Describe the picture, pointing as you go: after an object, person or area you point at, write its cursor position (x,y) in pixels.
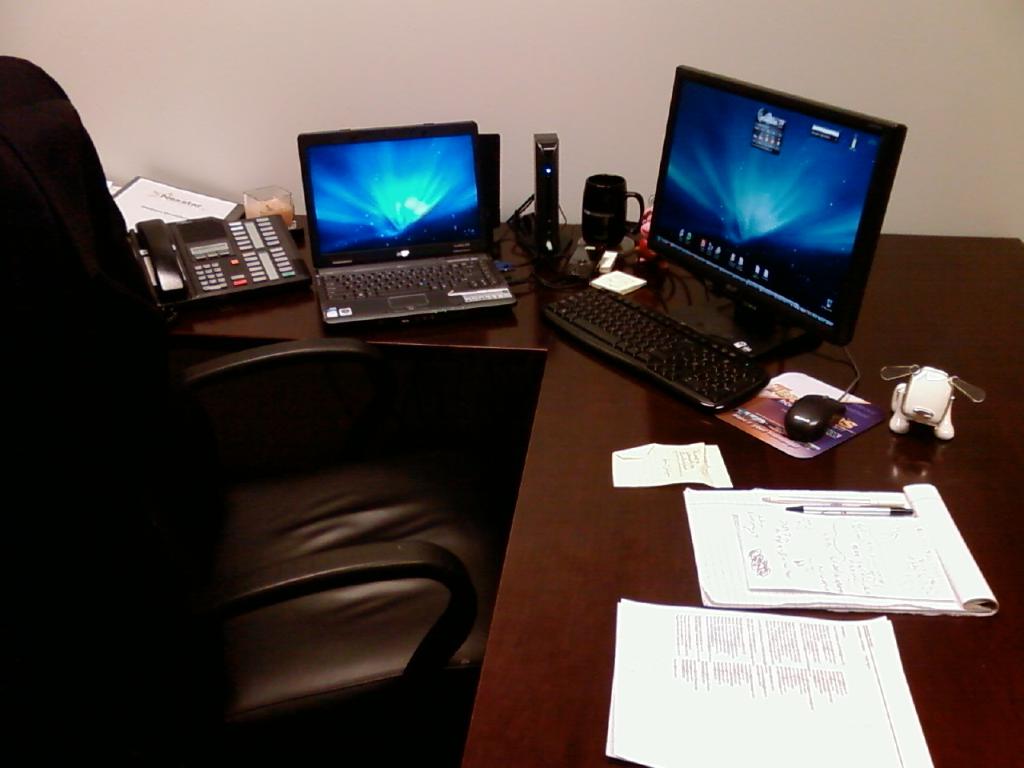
There is a chair (323,490) in front of a table (565,430) which has a computer (692,206), laptop (403,240), papers (830,579) and some other objects (231,202) on it
